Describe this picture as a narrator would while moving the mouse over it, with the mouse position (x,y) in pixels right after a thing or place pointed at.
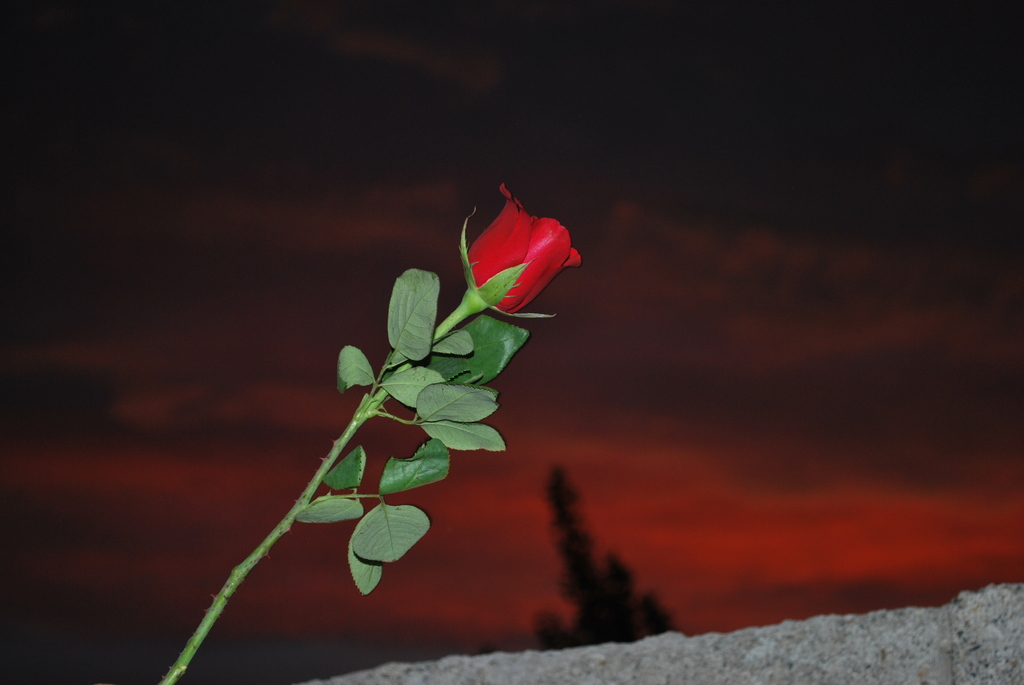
We can see a red rose flower (522,269) to a plant (423,472). At the bottom (692,658) there is a stone (814,647). In the background (525,616) there is a tree (559,639) and clouds (274,228) in the sky (244,144).
